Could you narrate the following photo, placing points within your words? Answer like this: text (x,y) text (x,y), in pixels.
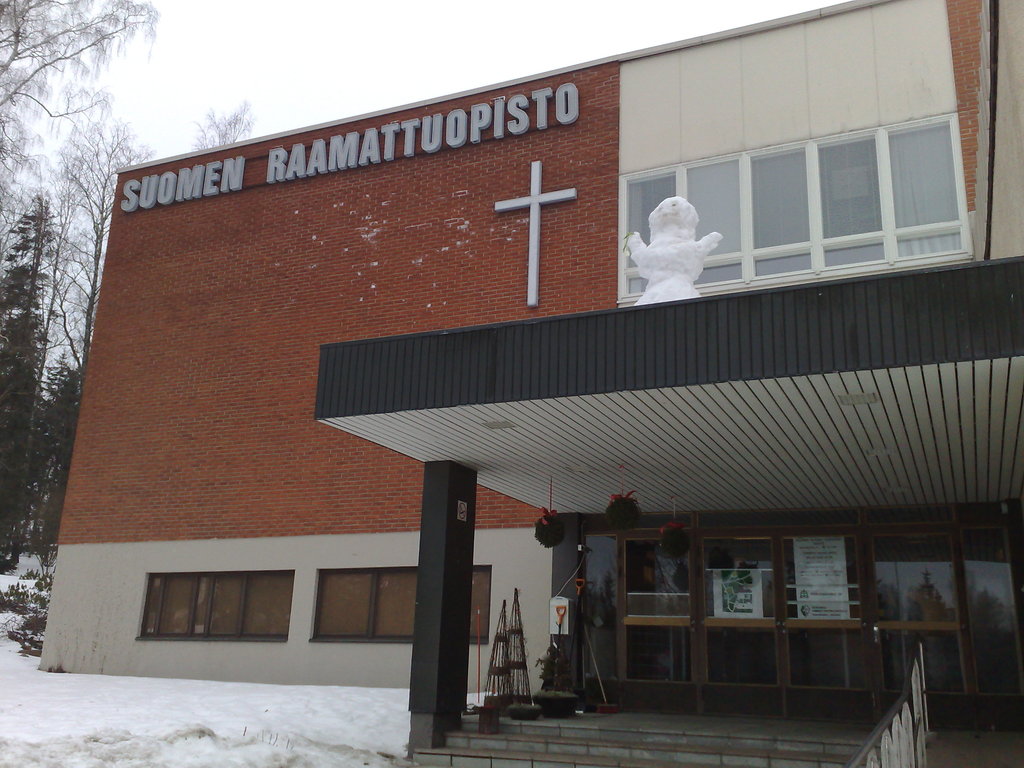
In the picture we can see a prayer hall building (419,553) with a cross symbol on the wall (85,454) of the building (86,470) and we can see some glass windows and doors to it and outside the building (79,653) we can see some trees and snow surface (52,681) and in the background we can see a sky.
